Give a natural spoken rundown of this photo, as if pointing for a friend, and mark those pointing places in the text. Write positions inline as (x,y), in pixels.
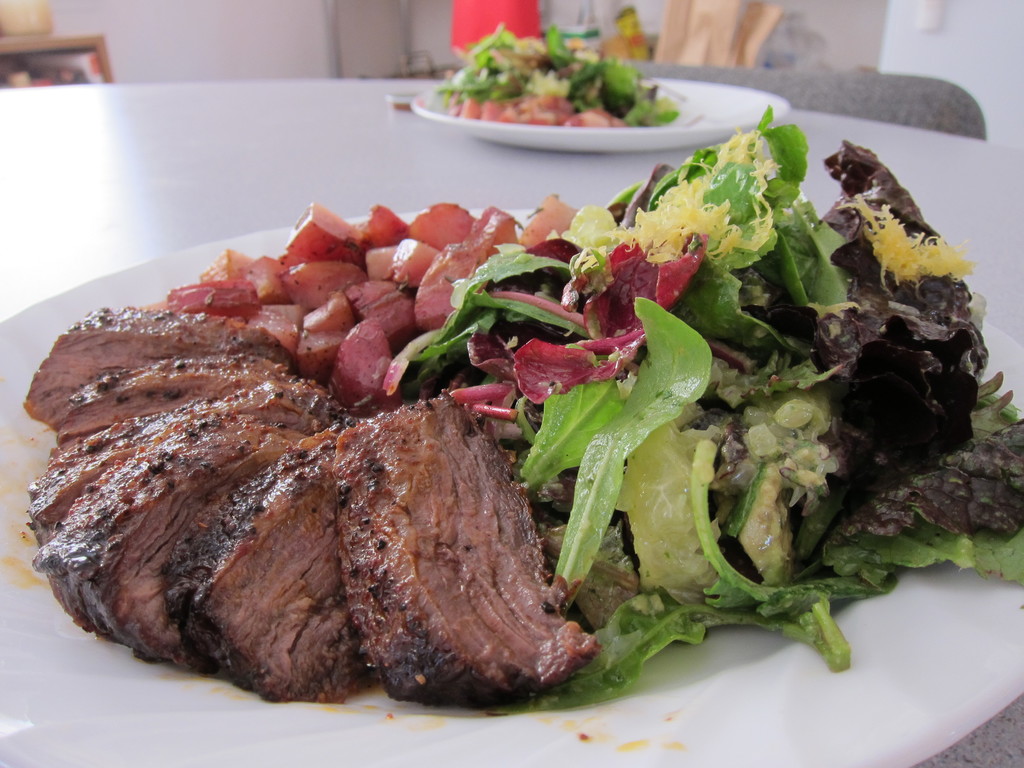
In this image there is a table (165,155) and we can see plates (696,749) containing food (655,309) placed on the table (191,149). In the background (220,46) there is a wall (220,46).
